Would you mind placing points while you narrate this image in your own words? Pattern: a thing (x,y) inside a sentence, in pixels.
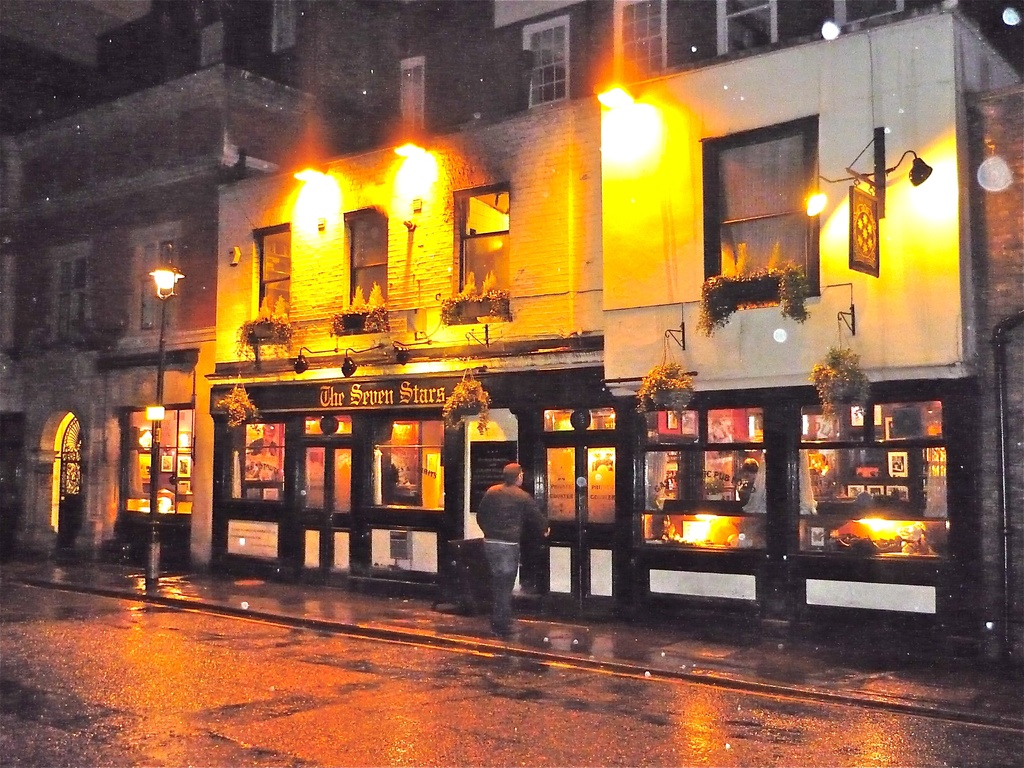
In the foreground of this image (400,713), at the bottom (410,710), there is the road (473,660). In the middle (373,384), there are lights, buildings (388,235), plants (452,299) and a man (499,635) on the side path (565,634).
